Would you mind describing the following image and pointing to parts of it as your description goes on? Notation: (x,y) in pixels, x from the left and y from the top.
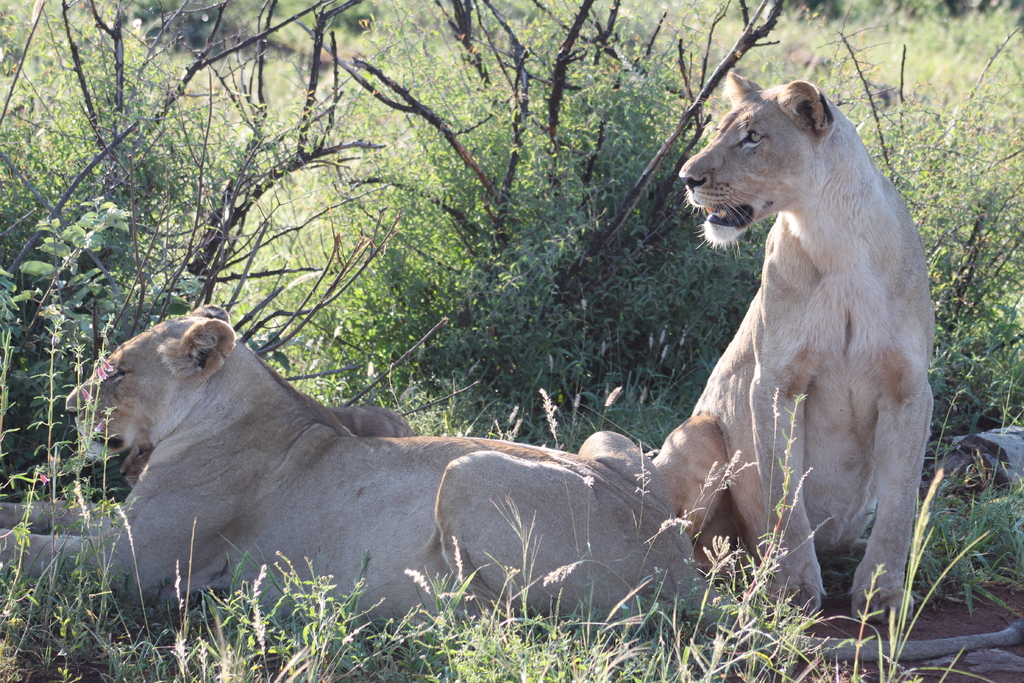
In this image there are animals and trees (997,325) in the foreground (135,257). There is a green grass (705,598) at the bottom (321,628). And there are trees (349,15) in the background (317,15).
